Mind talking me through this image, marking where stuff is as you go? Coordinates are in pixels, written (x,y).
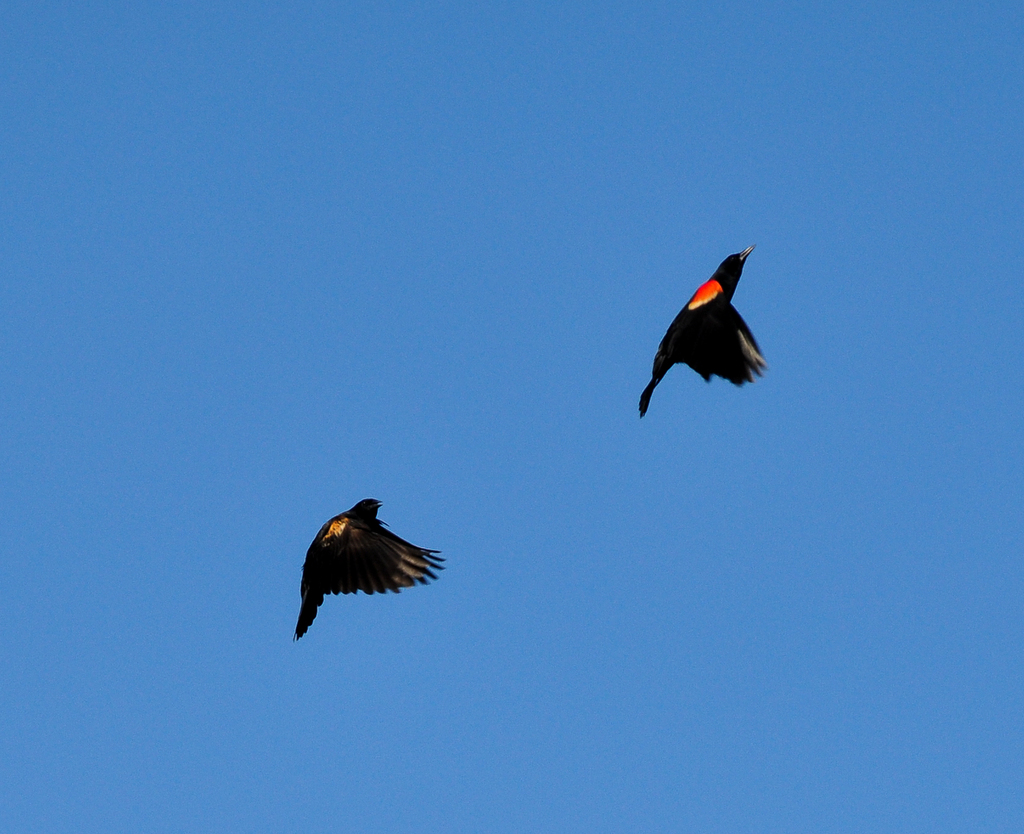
In this picture we can see two black birds (722,328) flying in the sky (560,586). Sky (675,504) is blue in color.
